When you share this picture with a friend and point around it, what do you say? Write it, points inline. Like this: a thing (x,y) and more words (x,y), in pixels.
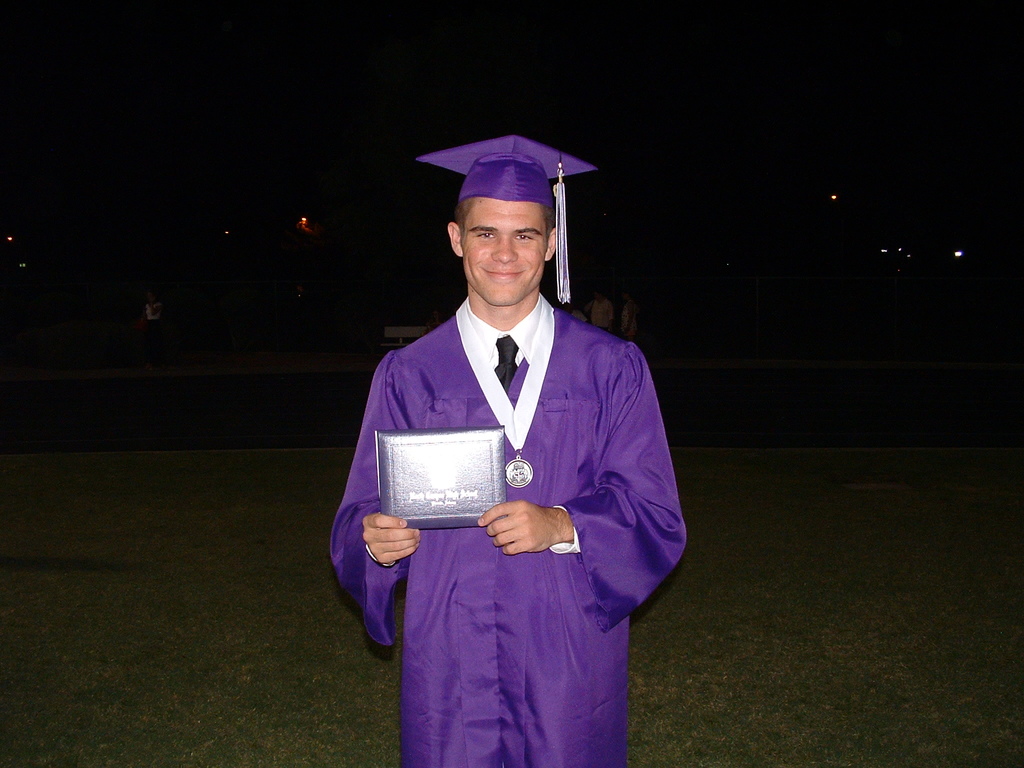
In this picture we can see a boy (634,411) wearing a purple color convocation dress (652,571) and cap (495,188) on the head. Holding a degree (394,487) in the hand (390,527) and standing on the grass lawn (188,675).
